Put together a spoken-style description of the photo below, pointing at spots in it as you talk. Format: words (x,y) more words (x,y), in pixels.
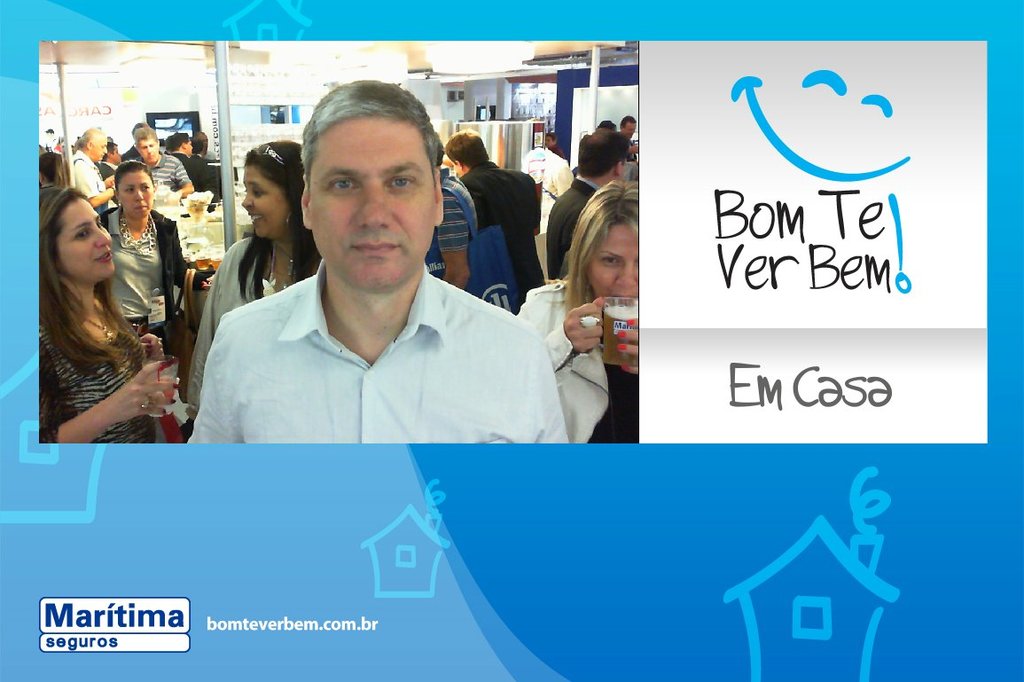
This is a poster. In this picture we can see some text (780,382), images of the house (54,493), a few people (173,255), places (532,114) and things (298,105) in the background (553,134).
